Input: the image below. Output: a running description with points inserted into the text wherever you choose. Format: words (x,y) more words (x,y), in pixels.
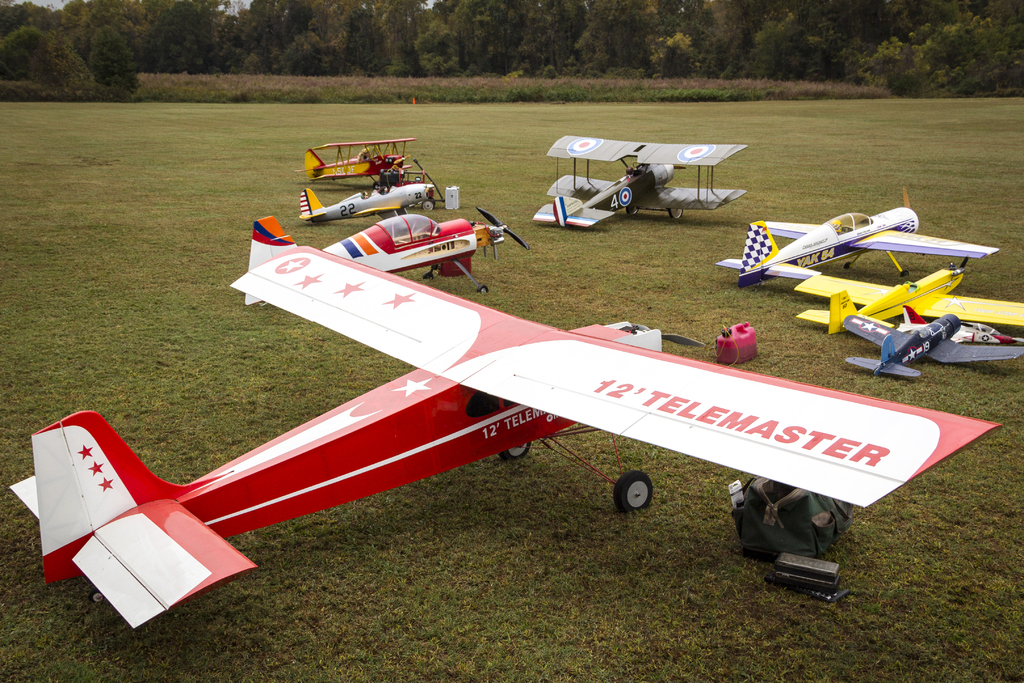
These are airplanes (598,341) on the grass (398,535), these are trees (749,74).
